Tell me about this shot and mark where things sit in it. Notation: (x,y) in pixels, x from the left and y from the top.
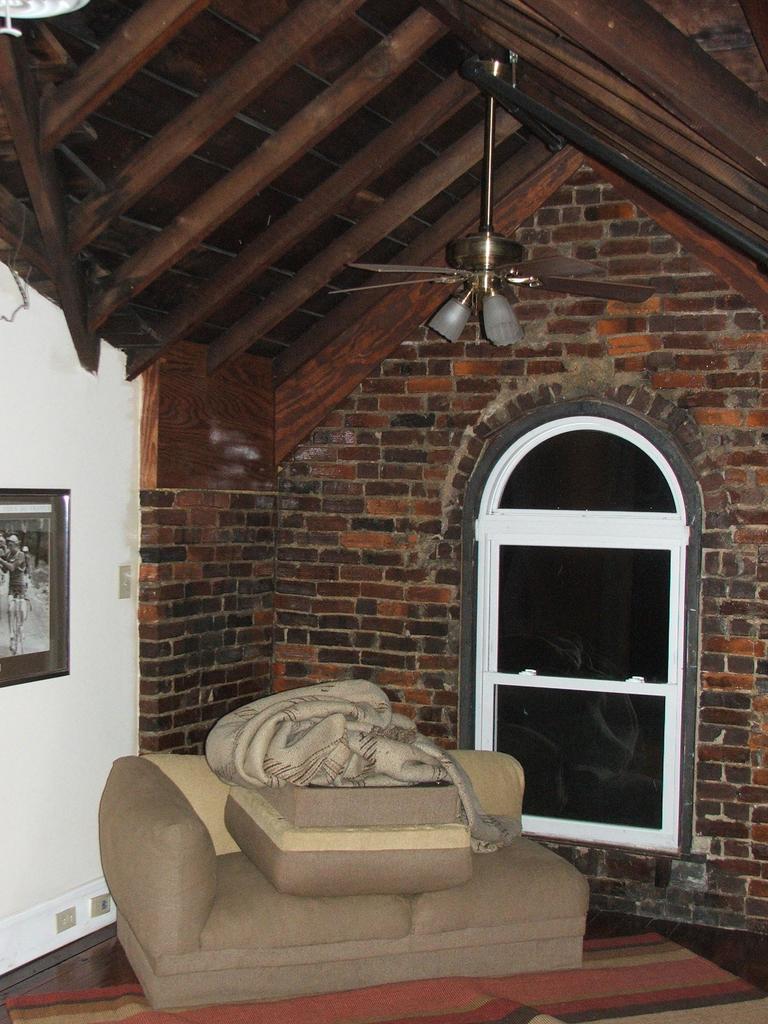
In this picture we can see a carpet (340,1006) on the floor (359,1006) and on the carpet (373,1004) there is a couch (325,951) and a cloth (279,715). Behind the couch (222,846) there's a wall (408,553) with a window (532,621) and a photo frame (2,603). There is a ceiling fan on the top (509,315).
